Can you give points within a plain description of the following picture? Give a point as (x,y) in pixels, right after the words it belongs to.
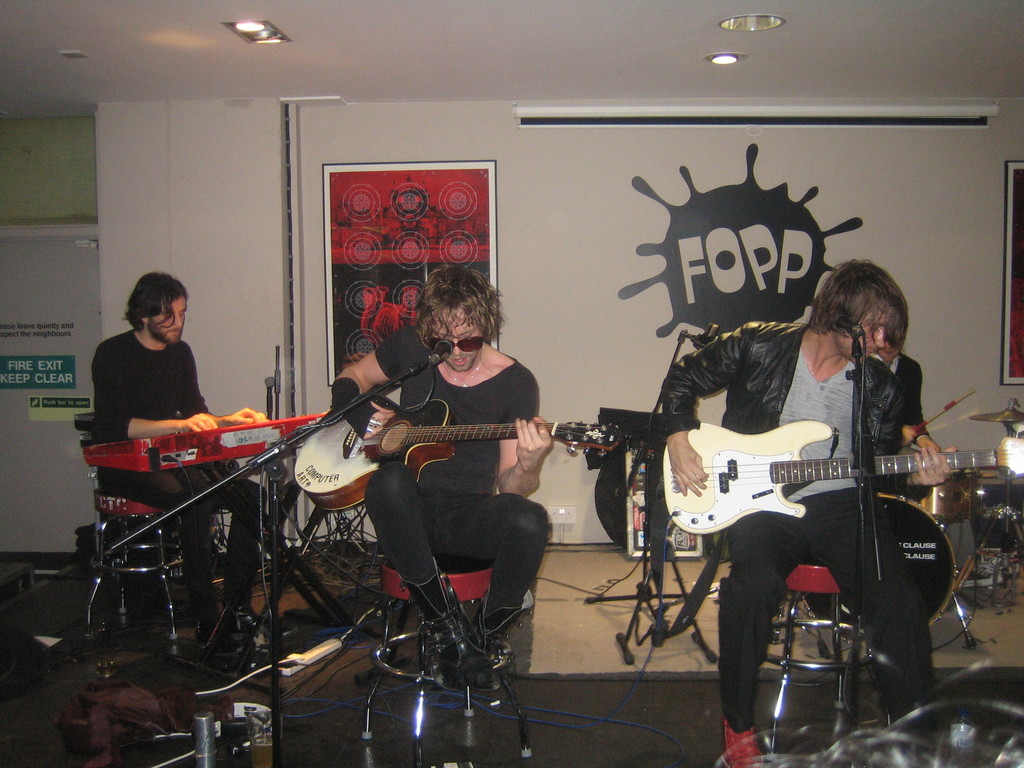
In the picture there are few people (446,478) sitting and playing some music instruments (409,459), there are different equipment (1010,413) around them and in the background (345,269) there are two frames (423,194) attached to the wall (583,204) and in between those frames (371,262) there is some painting (687,287). On the left side (36,269) there is an exit door (55,273).
